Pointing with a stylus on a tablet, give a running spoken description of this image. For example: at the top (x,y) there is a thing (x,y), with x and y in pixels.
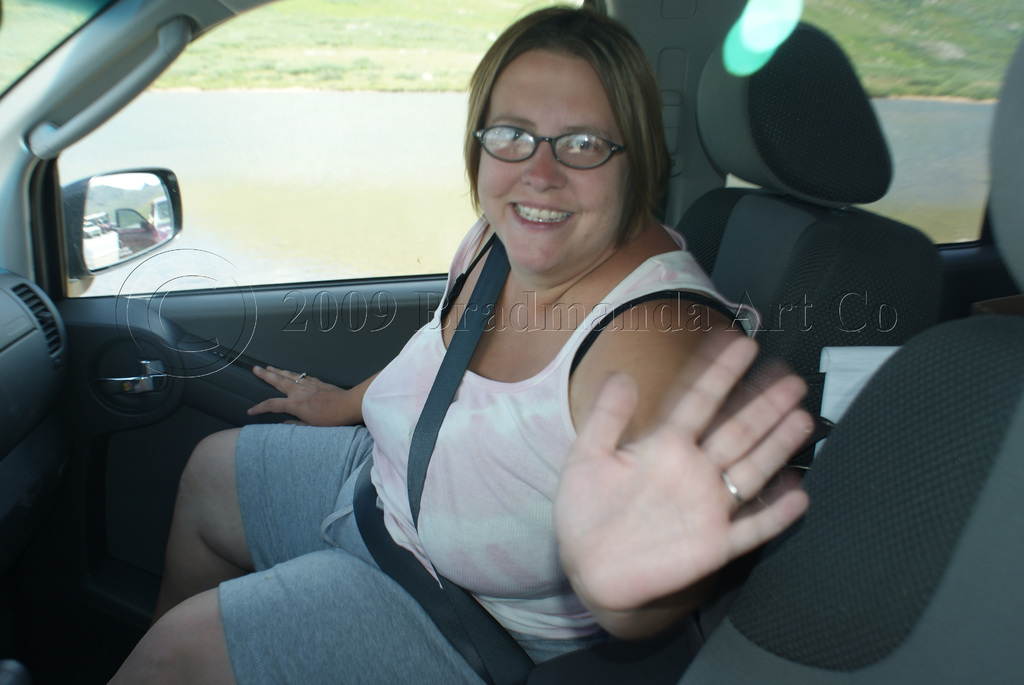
In this image I see a woman (646,404) who is sitting and smiling, I can also see that this is an inside view of a car (794,123). In the background (326,152) I see the water (326,152) and the grass (425,76).
